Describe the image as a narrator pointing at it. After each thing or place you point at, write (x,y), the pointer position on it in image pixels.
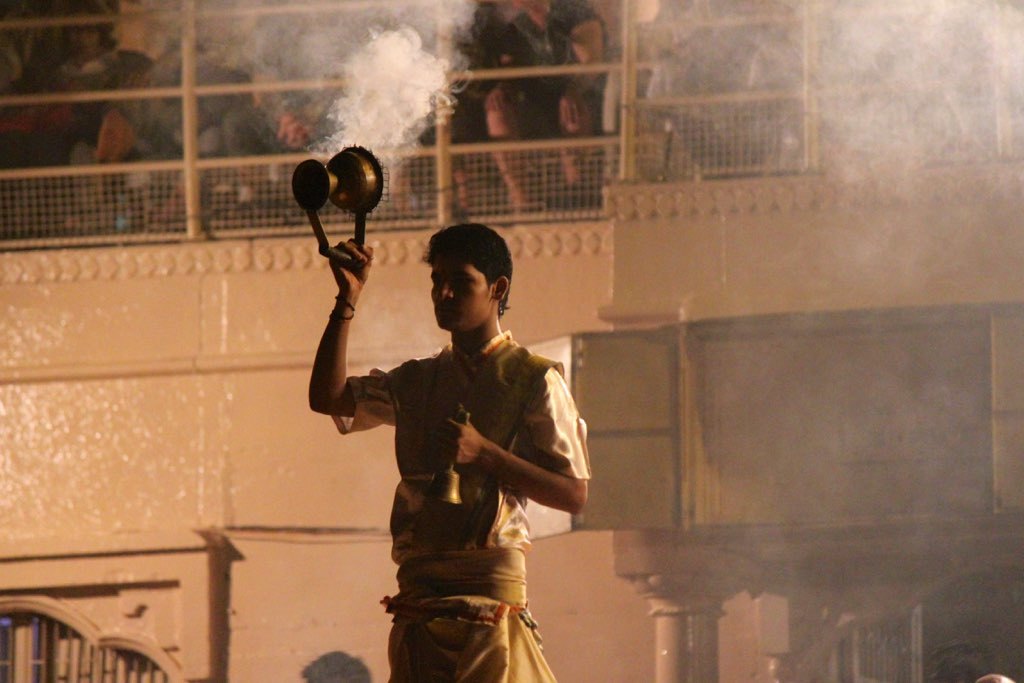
In this image we can see a person (343,251) holding an object (359,204) and a bell (451,487) and at the background (118,178) there is a building (151,382) and some people (540,99) in the building (561,226).
